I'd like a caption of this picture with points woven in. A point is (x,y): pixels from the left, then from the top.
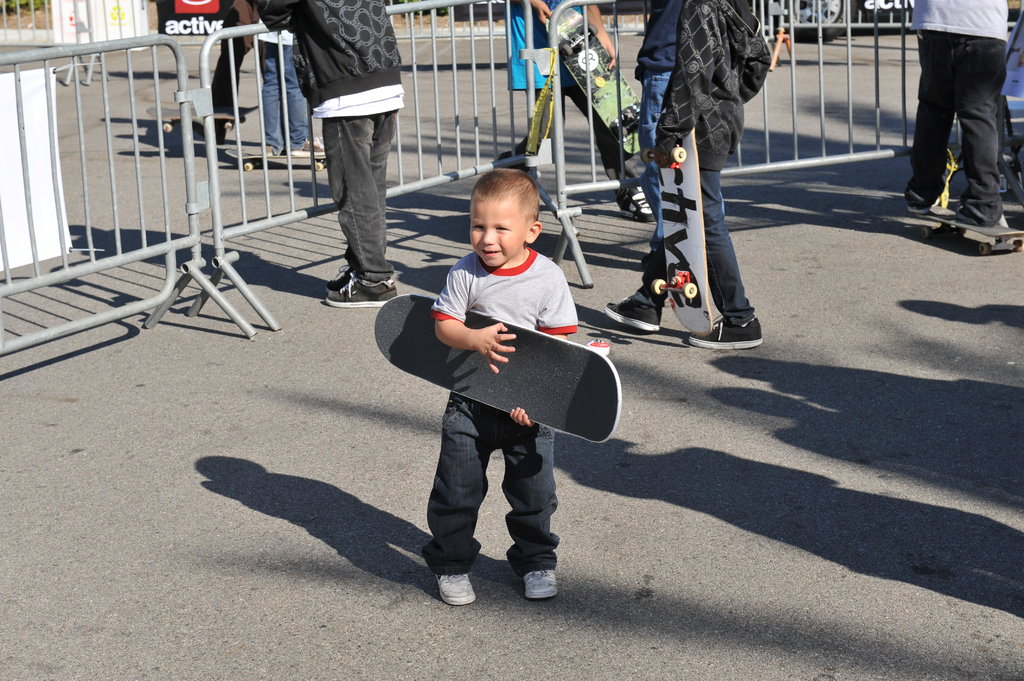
In this image there is a boy (549,320) standing and holding a skate board (406,298), and in the background (236,19) there are three persons (253,13) standing on the skateboards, two persons (659,21) holding the skateboards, and there are iron grills (532,109).
